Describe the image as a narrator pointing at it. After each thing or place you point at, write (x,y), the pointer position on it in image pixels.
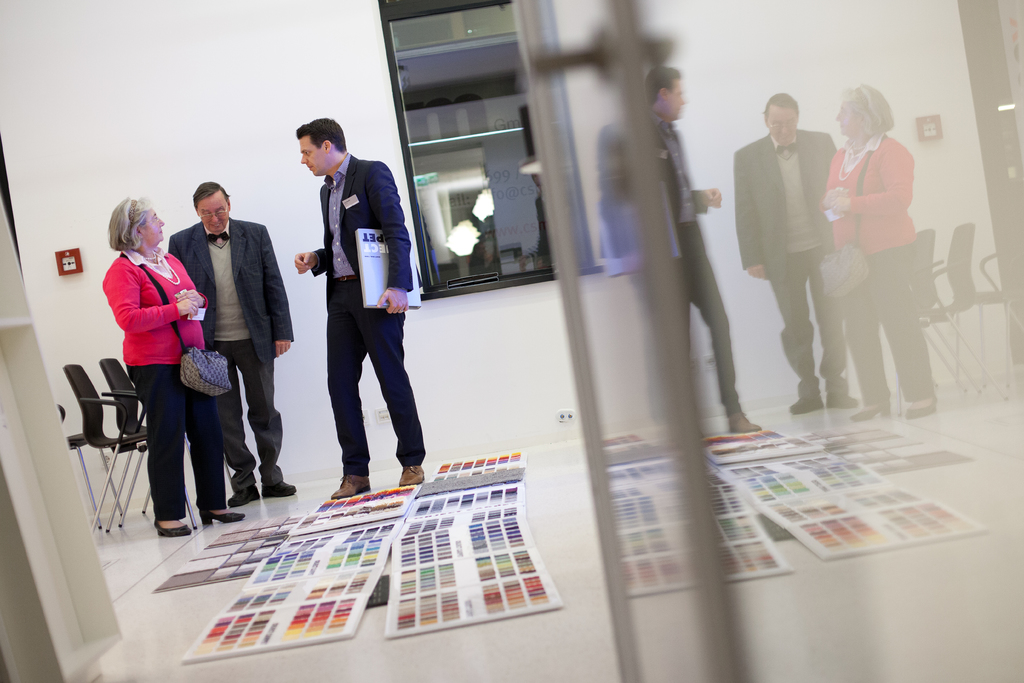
In the image we can see there are people (353,264) standing and a man (352,285) is holding book (364,286) in his hand (391,312). There are chairs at the back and there are colour palettes (441,622) kept on the floor (434,652).
